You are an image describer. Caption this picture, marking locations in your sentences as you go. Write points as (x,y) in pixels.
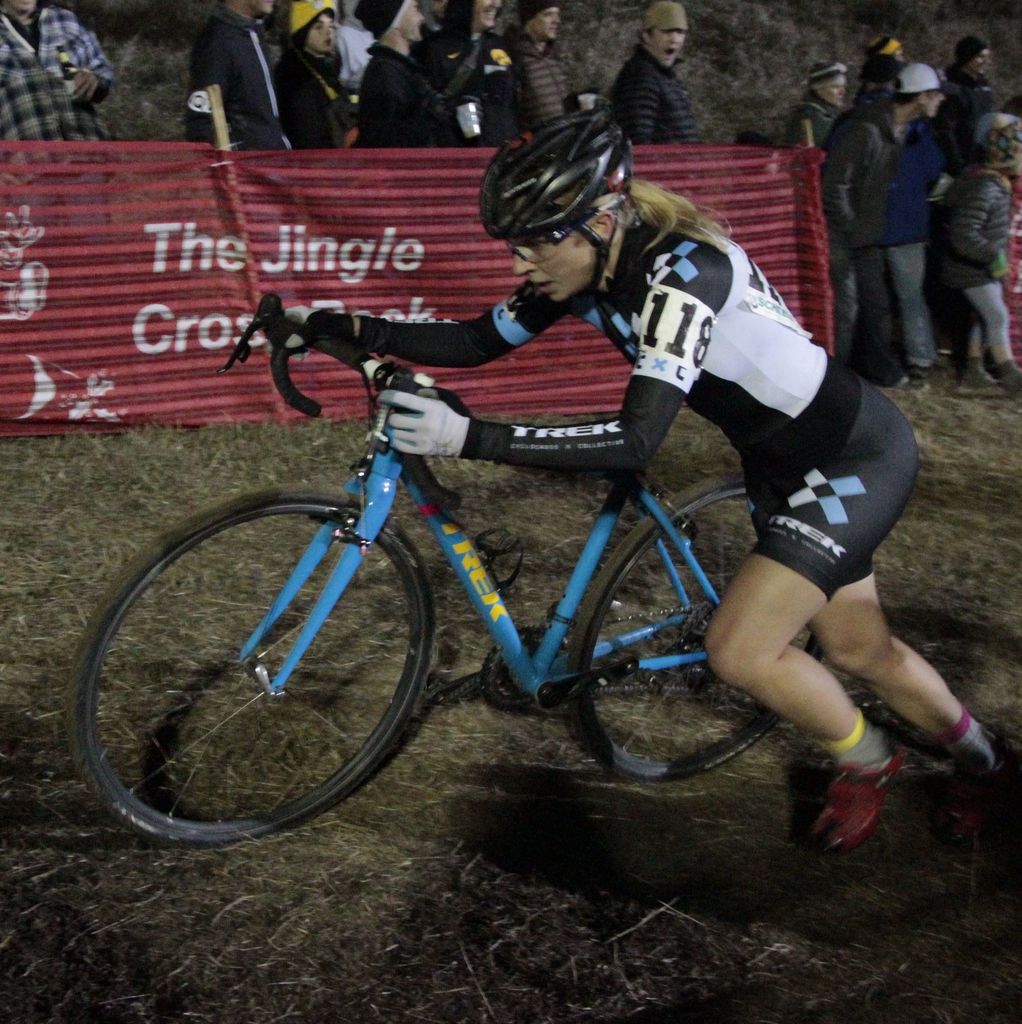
This image is taken outdoors. At the bottom of the image (314,931) there is a ground (70,806) with grass (109,544) on it. In the background (925,229) a few people (306,111) are standing on the ground (139,125) and there is a banner (143,333) with text (143,333) on it. In the middle of the image (663,383) a woman (767,344) is running on the ground (469,530) and she is holding a bicycle (316,556).
